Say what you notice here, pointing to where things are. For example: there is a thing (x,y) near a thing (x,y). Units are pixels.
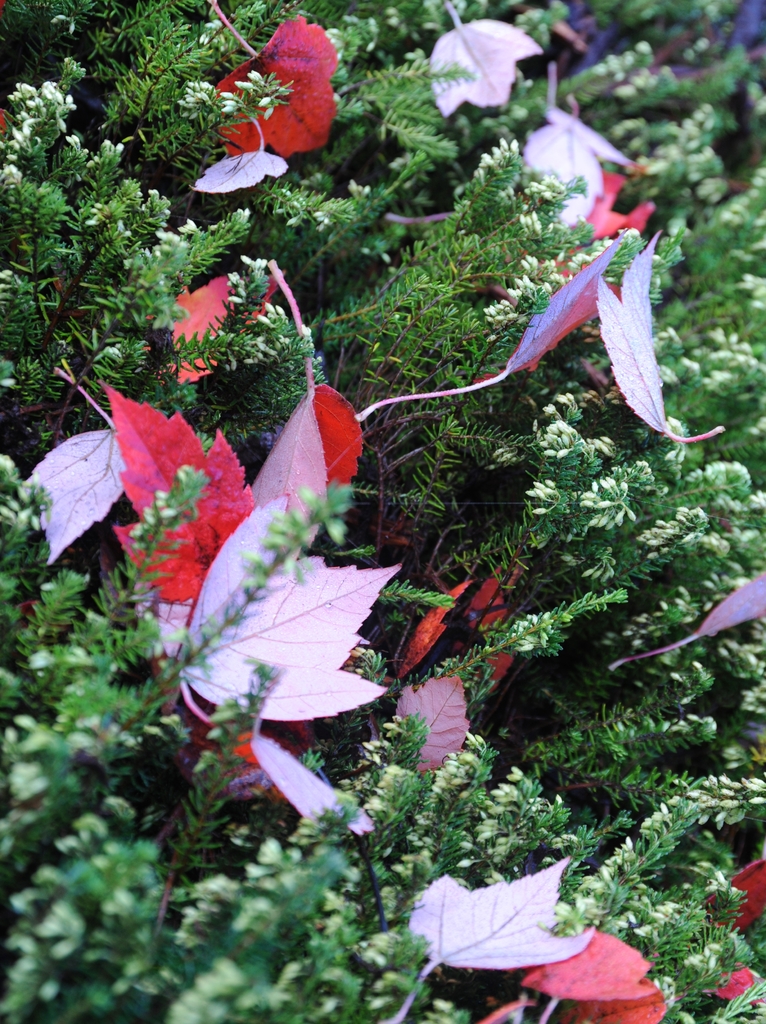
This picture shows a few green plants (448,1009) and few red color leaves (622,303) on them.
